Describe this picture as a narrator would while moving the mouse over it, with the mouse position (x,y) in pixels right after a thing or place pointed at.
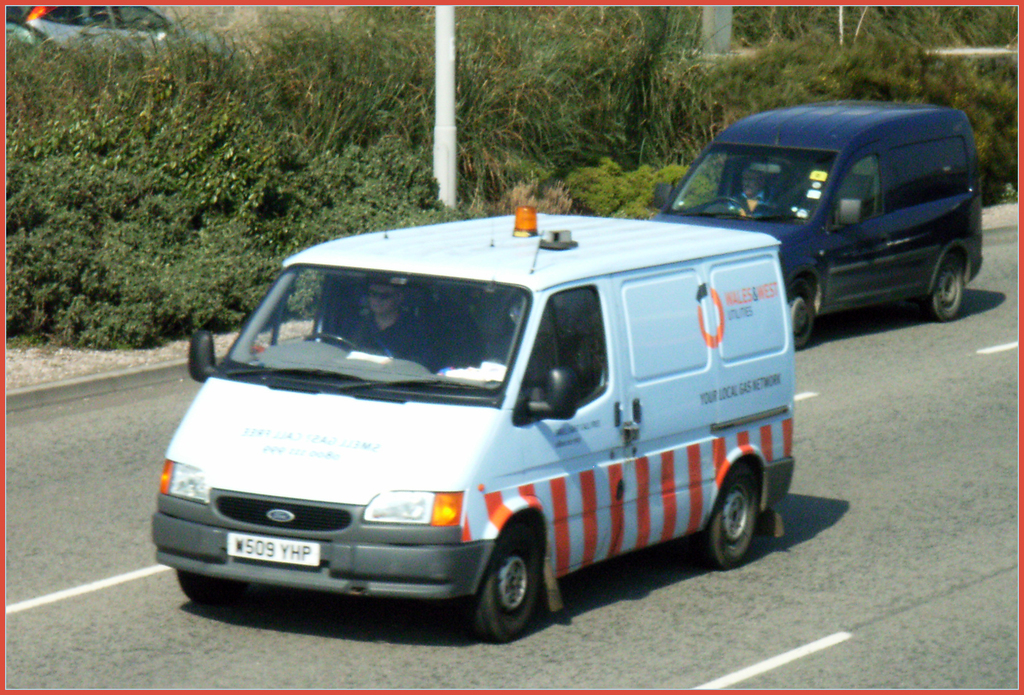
In this image we can see two persons (745,184) sitting in vehicles (612,384) moving on the road (686,588). In the background (437,129), we can see a vehicle (53,25), pole (449,141) and a group of trees (405,79).
